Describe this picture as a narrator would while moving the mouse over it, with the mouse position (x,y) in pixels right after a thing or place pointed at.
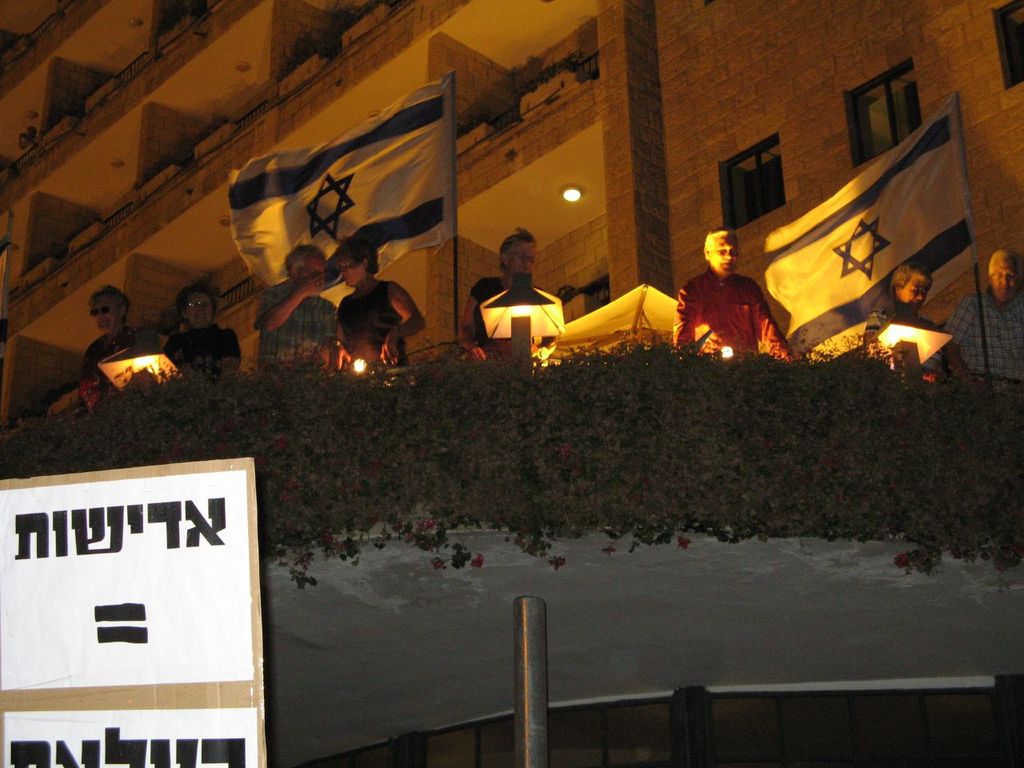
In the foreground of this image (226,680), there is a cardboard (221,698) and a pole (536,680). On the top (793,151), there are plants (666,404), lights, flags (876,234), persons (961,319) standing and a building (225,74).
